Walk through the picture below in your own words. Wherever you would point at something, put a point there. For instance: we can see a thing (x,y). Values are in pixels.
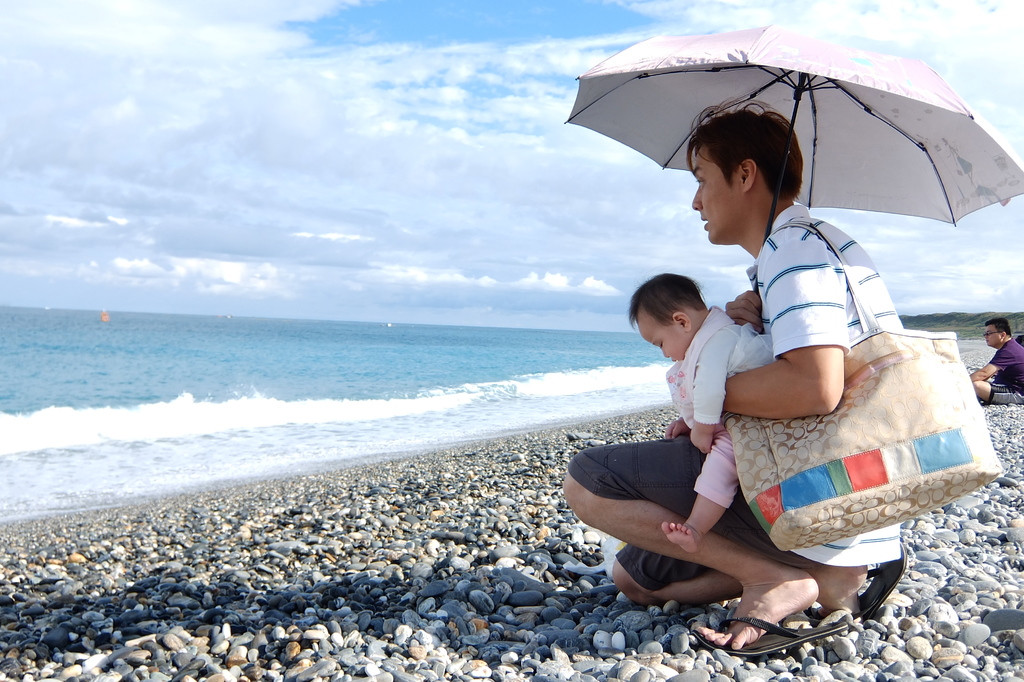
In this image we can see a group of people (631,506). On the right side of the image (1002,377) we can see a person (1006,372) sitting on the ground (1016,427). In the foreground (772,419) we can see a person (786,305) holding a baby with his hand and an umbrella (863,108) in the other hand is carrying a bag (890,514). On the left side of the image (19,343) we can see water (118,334). In the background (505,221), we can see the cloudy sky (373,134).
